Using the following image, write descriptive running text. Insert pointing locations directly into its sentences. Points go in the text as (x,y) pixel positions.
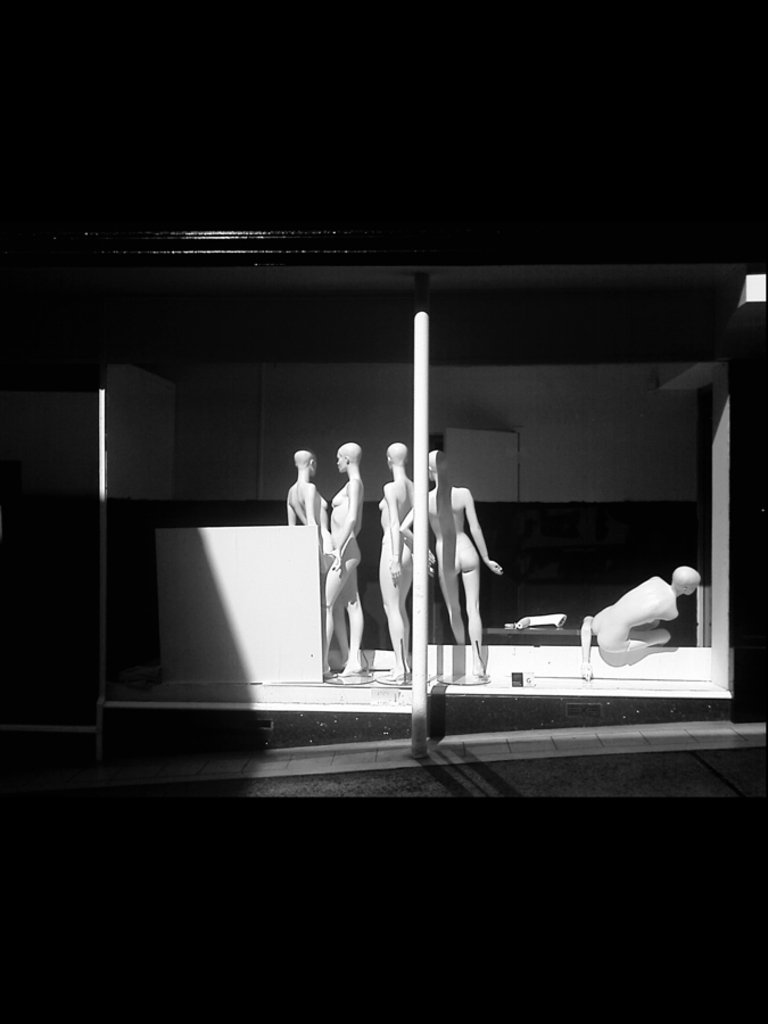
In the center of the image (432,504) there are depictions of people (310,455). There is a pole (425,281). In the background of the image (163,388) there is wall (290,392).
